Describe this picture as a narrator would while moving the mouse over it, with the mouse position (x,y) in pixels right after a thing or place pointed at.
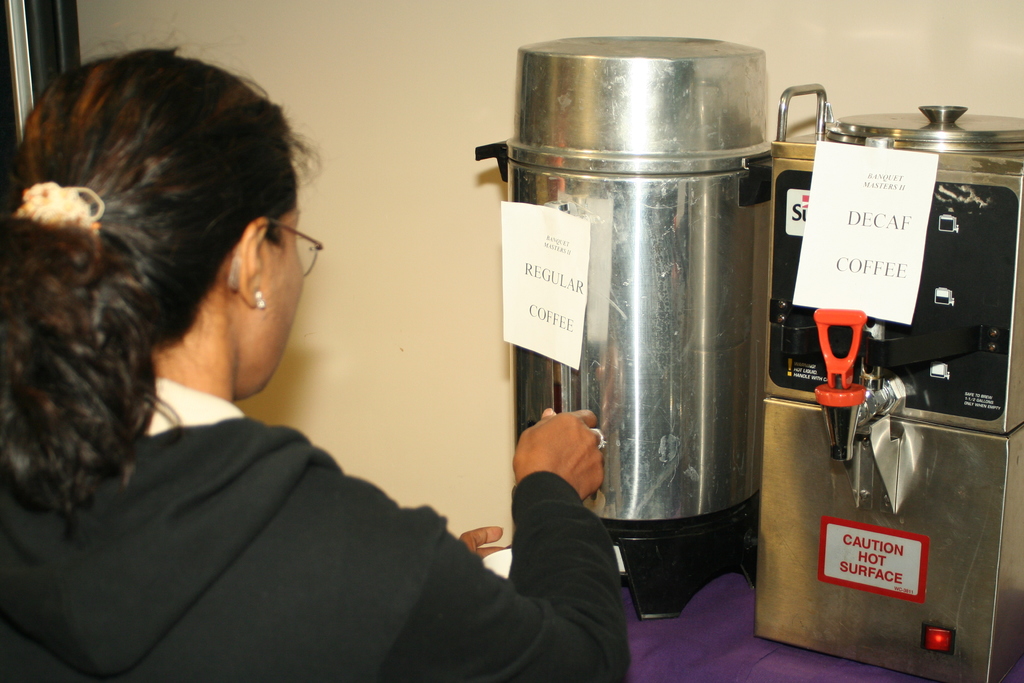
In this picture I can see a woman (113,199) in front (196,197) who is wearing black color dress (178,472) and I see 2 equipment (655,65) in front of her, on which there are papers (840,188) and I see something is written on them. In the background (318,158) I see the wall (776,56).
